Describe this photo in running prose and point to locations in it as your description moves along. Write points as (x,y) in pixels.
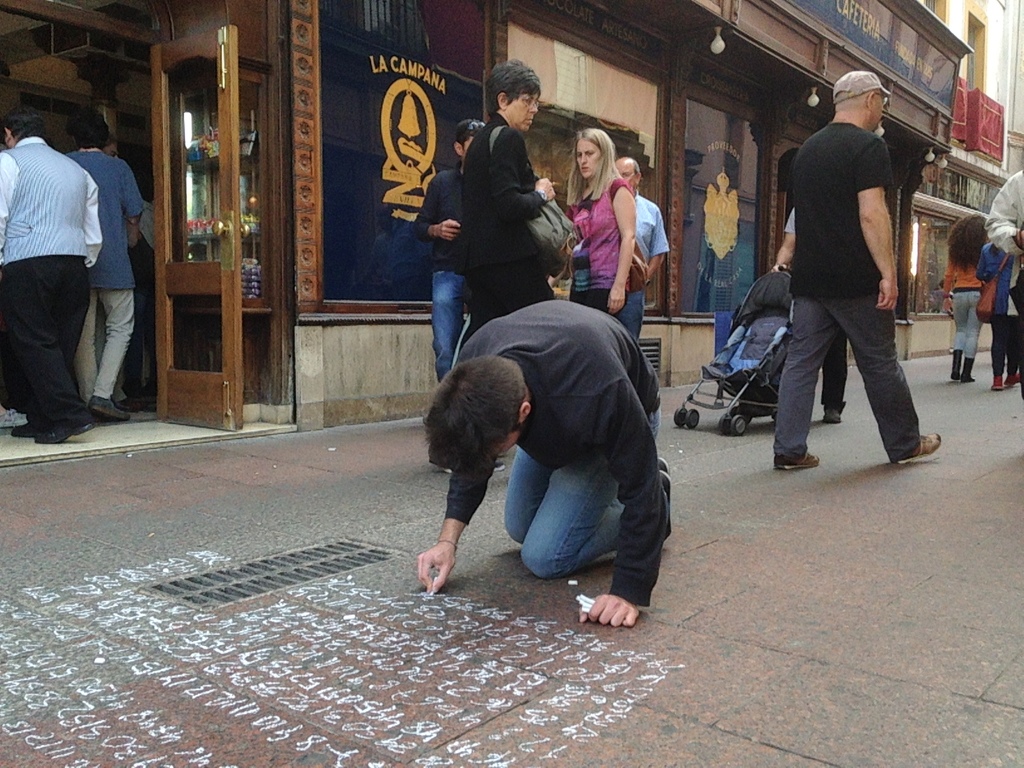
This picture describes about group of people (648,443), few are standing and few are walking, and we can see a man (573,431) is writing on the floor (441,606), in the background (696,368) we can see few buildings (751,65) and a baby cart (726,348).
